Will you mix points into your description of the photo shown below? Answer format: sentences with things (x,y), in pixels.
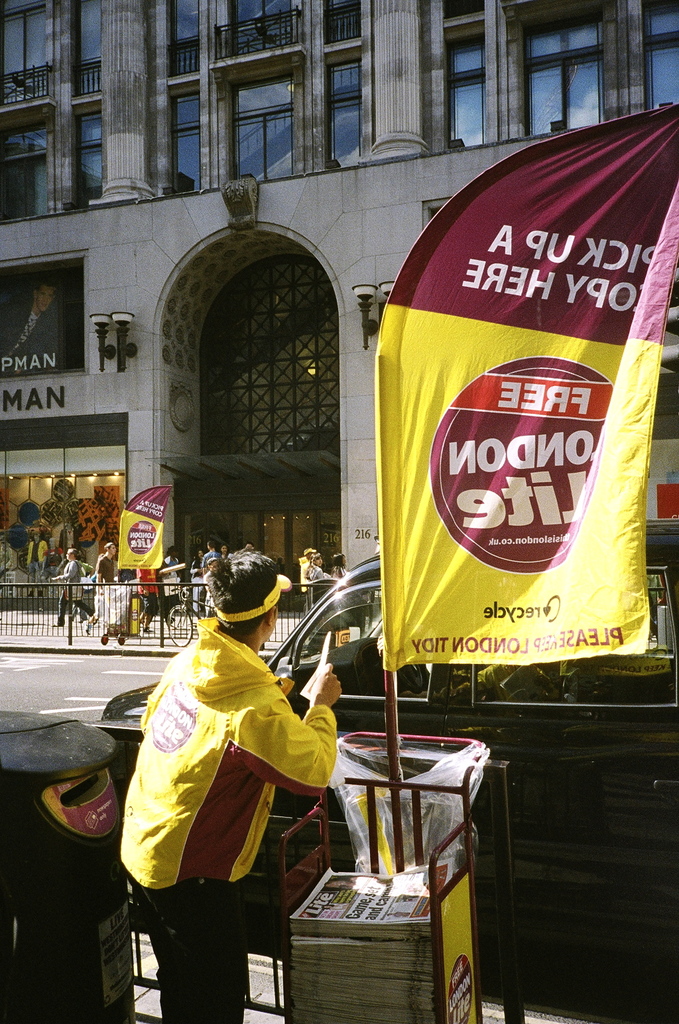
In this image, I can see few people (182,729) standing, advertising flags (450,541), a bundle of papers (337,899), bicycle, iron grilles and a vehicle (361,669) on the road (89,677). At the bottom left side of the image (88,871), there is an object (59,802). In the background (157,369), I can see a building (279,107) with glass windows (351,110) and pillars (389,81).
